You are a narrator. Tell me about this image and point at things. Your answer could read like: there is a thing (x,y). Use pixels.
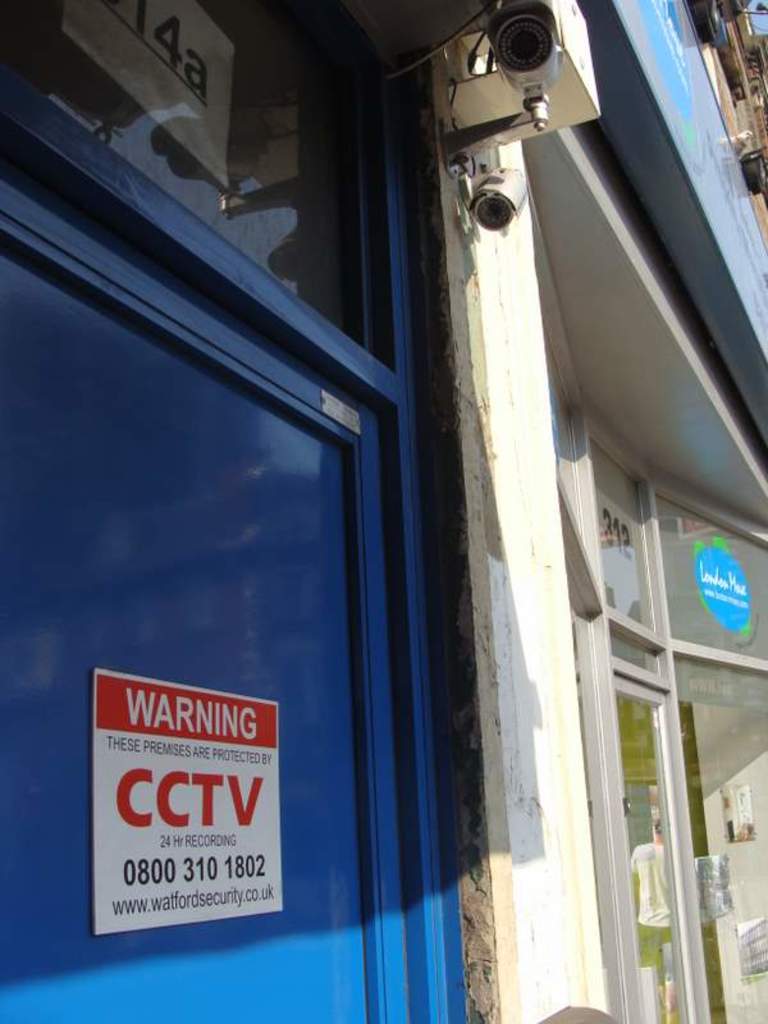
In this image we can a wall (469,334) of a building (498,416). We can see the glass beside the wall (432,348). On the glass (623,733) we can see few stickers (277,810) with text (252,801). At the top (513,85) we can see the cameras (548,73). On the top right (663,81), we can see advertisement boards (688,134) with text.
